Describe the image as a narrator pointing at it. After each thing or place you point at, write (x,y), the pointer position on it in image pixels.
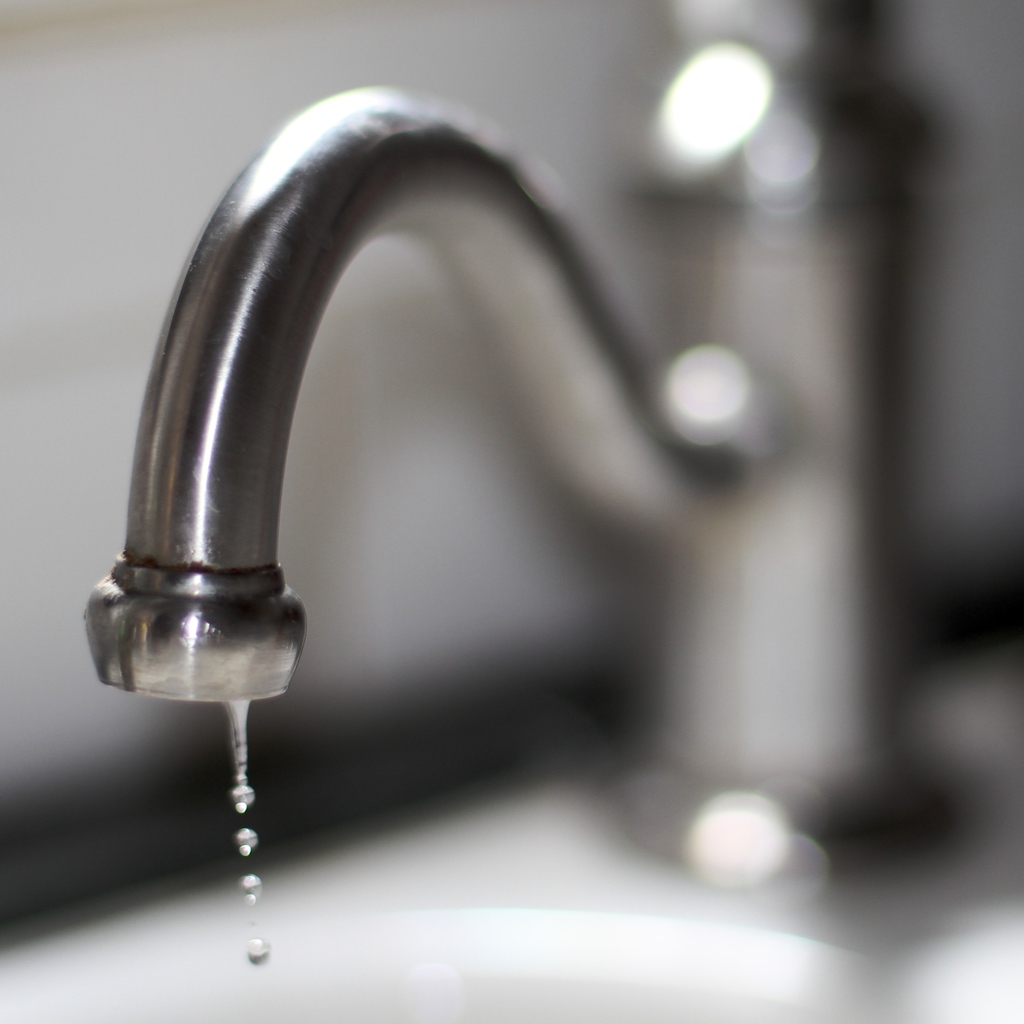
In this image there are water droplets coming out of a tap (431,198).
